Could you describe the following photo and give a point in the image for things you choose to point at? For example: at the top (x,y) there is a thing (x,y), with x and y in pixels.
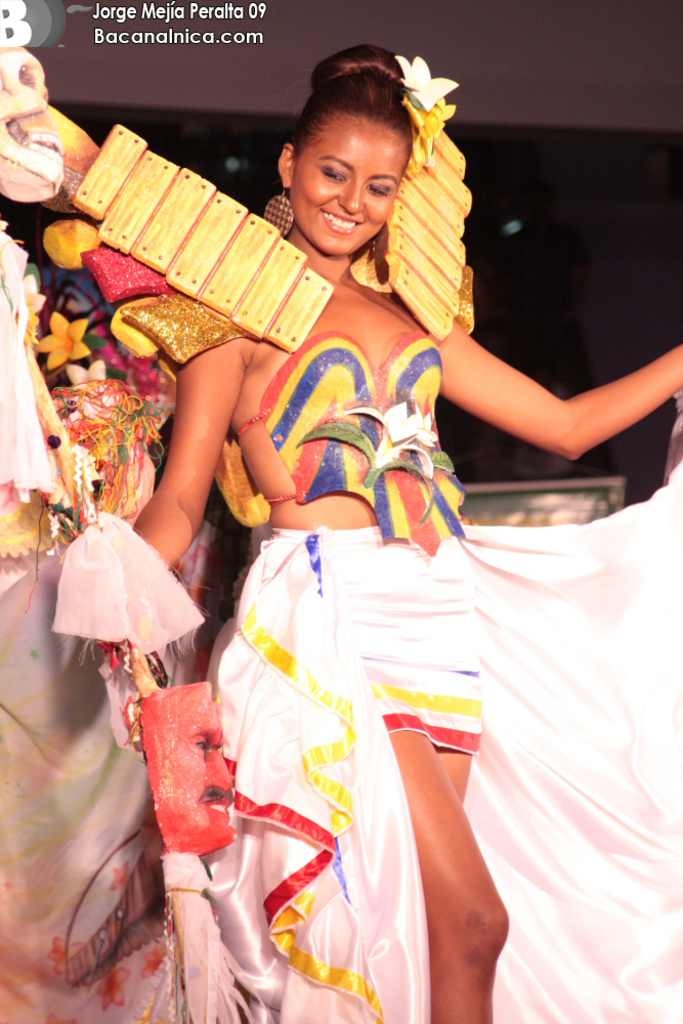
In this image in the center (330,512) there is one woman (361,403) who is wearing some costume (337,719) and smiling, and there are some objects (147,971) and in the background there are some objects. At the top of the image (203,13) there is some text (196,36).
